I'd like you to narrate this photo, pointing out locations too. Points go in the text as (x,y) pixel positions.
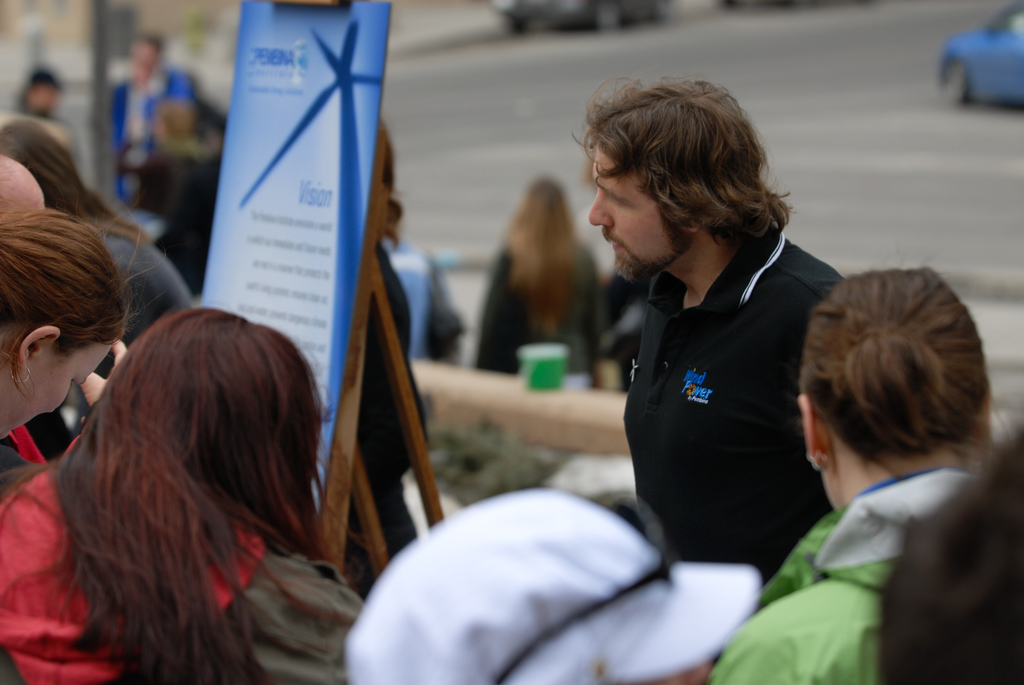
In this picture I can see few people (748,485) standing and I can see a board (284,253) with some text (312,291) and a car (1023,49) moving on the road (524,158) and I can see a cup (553,381) on the wall (554,398).
